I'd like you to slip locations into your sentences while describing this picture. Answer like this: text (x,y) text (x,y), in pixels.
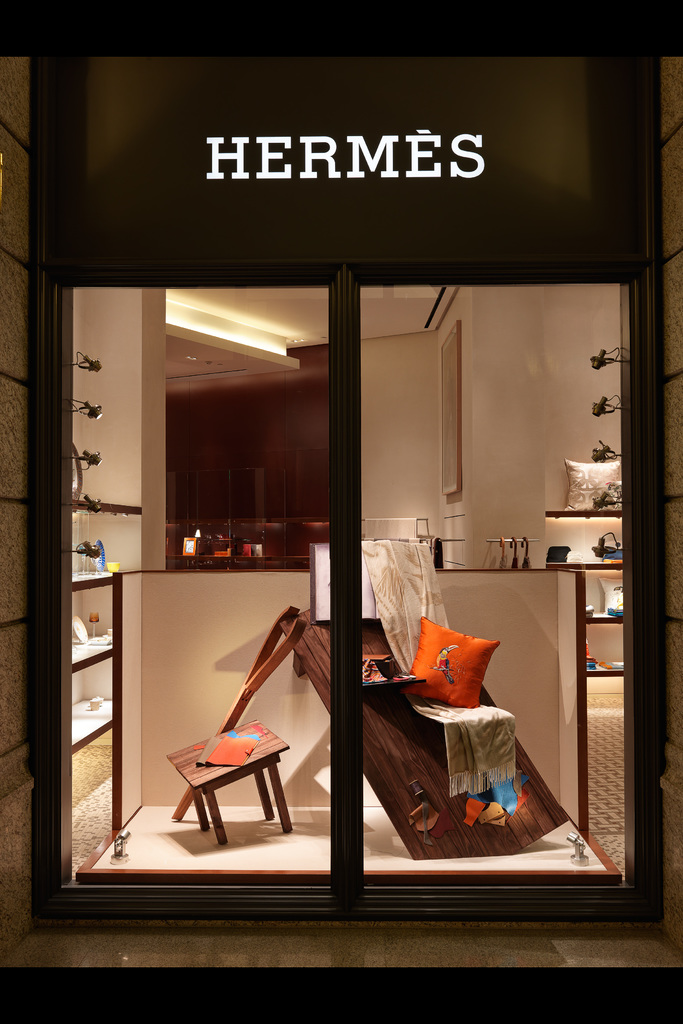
This picture seems to be clicked outside. In the foreground (276,172) we can see the text (263,169) on the window (314,381) and through the window (293,885) we can see the pillow (420,663), cloth (413,638), table (304,638), wooden stool (257,778) on which some other objects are placed. In the background (518,635) we can see a counter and a cabinet (587,530) containing some items (251,554) and we can see there are some items (215,552) on the counter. On the left (99,598) there is a wooden cabinet (104,678) containing many number of objects (116,569). At the top there is a roof (302,299) and we can see the picture frame (451,366) hanging on the wall (411,396) and we can see the lights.
